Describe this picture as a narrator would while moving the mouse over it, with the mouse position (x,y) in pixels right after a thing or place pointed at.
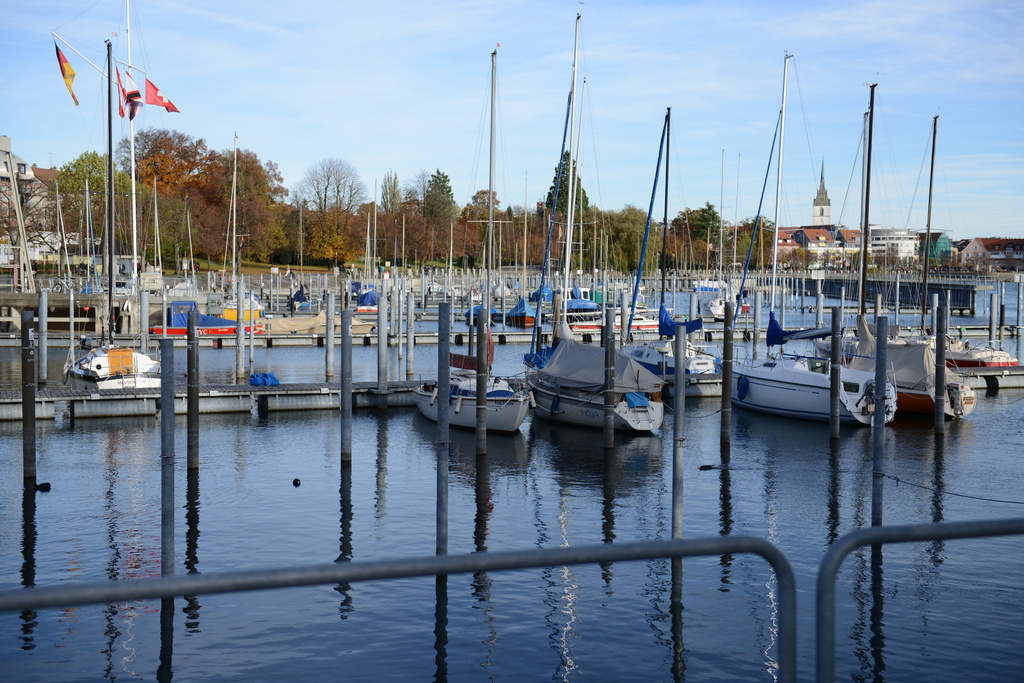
In this image there is the sky (652,80) towards the top of the image (703,74), there are buildings (901,238) towards the right of the image (887,238), there are trees (326,193), there are poles (170,567), there are flags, there is a metal fence (305,570) towards the bottom of the image (781,561), there are metal rods (876,435), there is water (838,620) towards the bottom of the image (631,504).
